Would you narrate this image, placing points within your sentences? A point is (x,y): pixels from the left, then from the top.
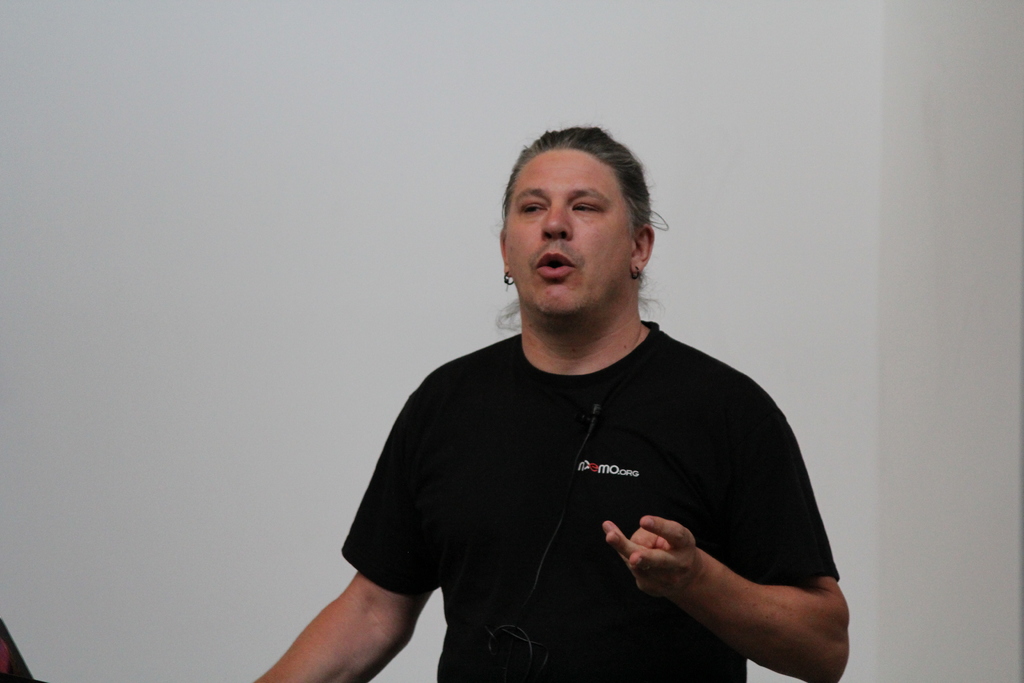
In the foreground of this image (597,653), there is a man (658,635) standing and it seems like there is a mic (589,426) in front of him. In the left bottom corner (9,671), there is an object (9,648) and there is a wall (342,75) in the background (318,112).
